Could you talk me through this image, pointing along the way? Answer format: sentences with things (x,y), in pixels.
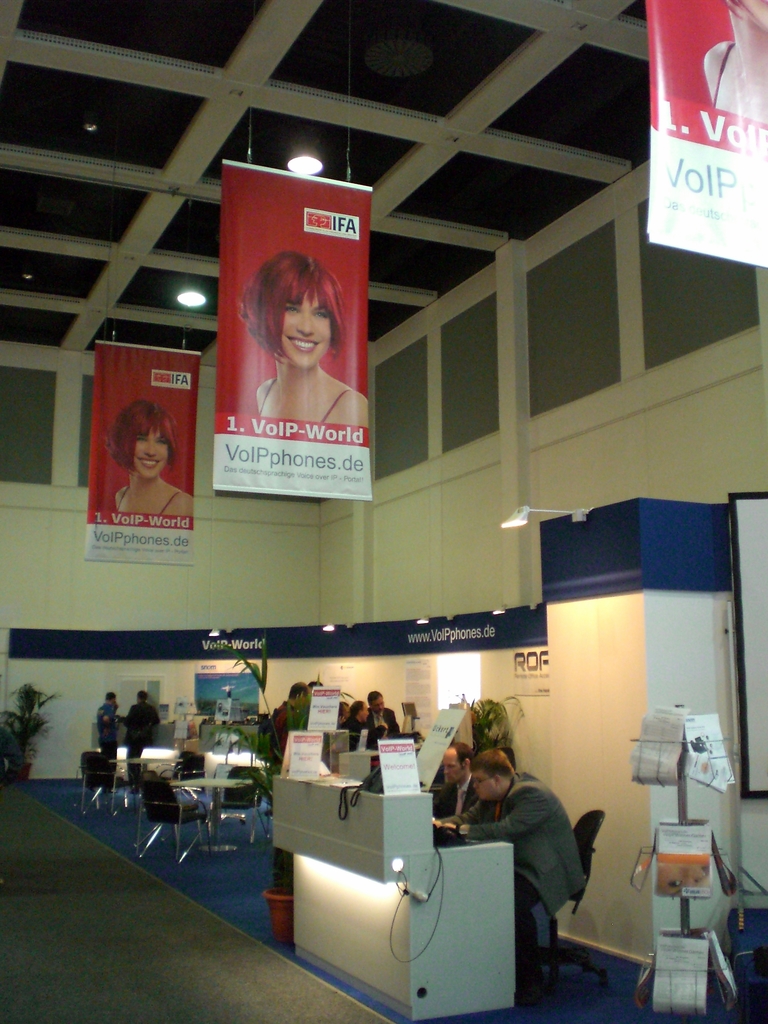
In this image I can see few people (543,791) with different color dresses (532,806). Few people (284,736) are standing and few people (544,844) are sitting on the chairs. And I can see the system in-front of these people (516,905). In the back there are boards (227,714) and papers (345,685) to the wall (361,666). And I can see the red color banners (241,376) and lights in the top (279,336).
